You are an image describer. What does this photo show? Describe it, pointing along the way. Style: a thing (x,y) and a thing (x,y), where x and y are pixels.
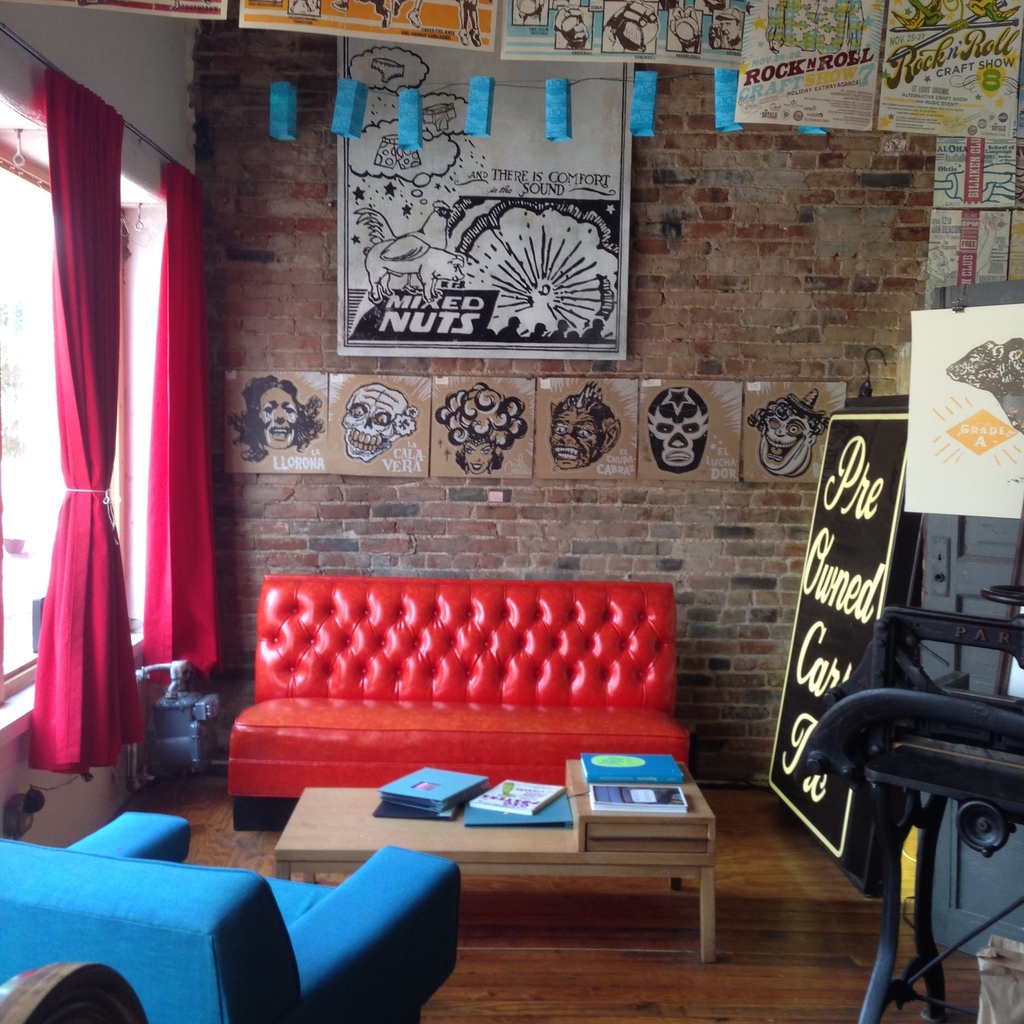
In this image I can see a couch (395,691). In front of the couch (497,725) there is a table (432,839). On the table (588,784) there are some books (445,802). To the left (179,364) there is a window (137,322) with curtain (92,410). And there are many boards (745,455) to the wall (755,317).
